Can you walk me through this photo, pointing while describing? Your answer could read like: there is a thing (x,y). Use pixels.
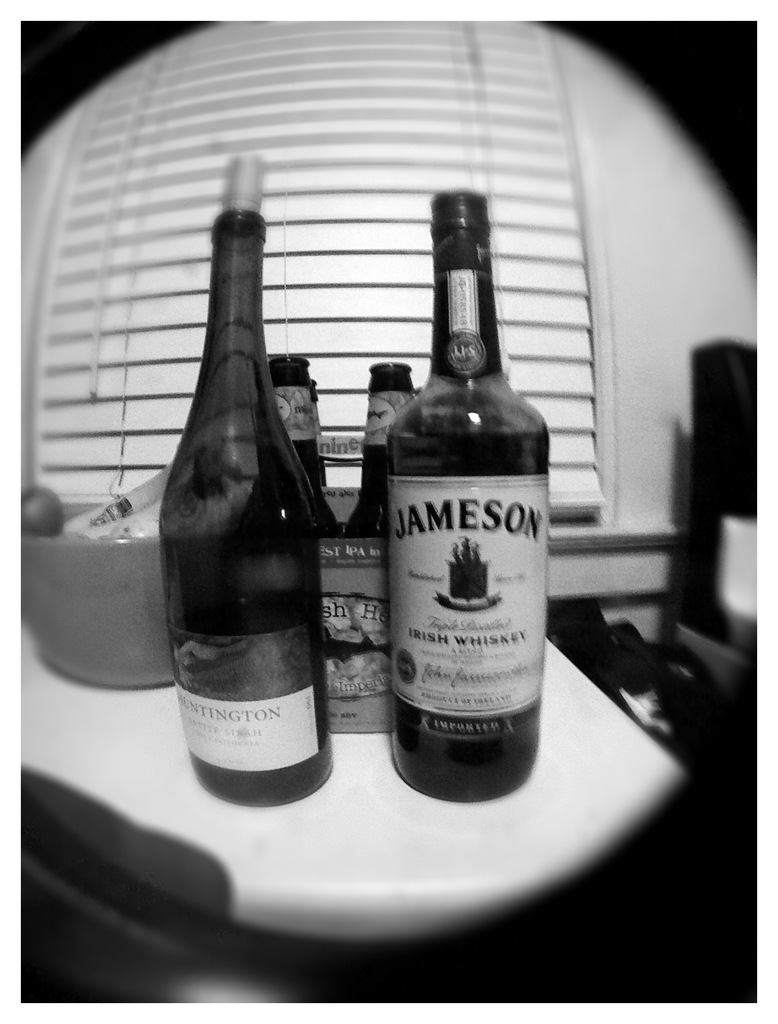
This is of a black and white picture. These are the wine bottles (390,614) placed on the table (484,829). This looks like a bowl (87,563) with some things (101,527) inside it.
